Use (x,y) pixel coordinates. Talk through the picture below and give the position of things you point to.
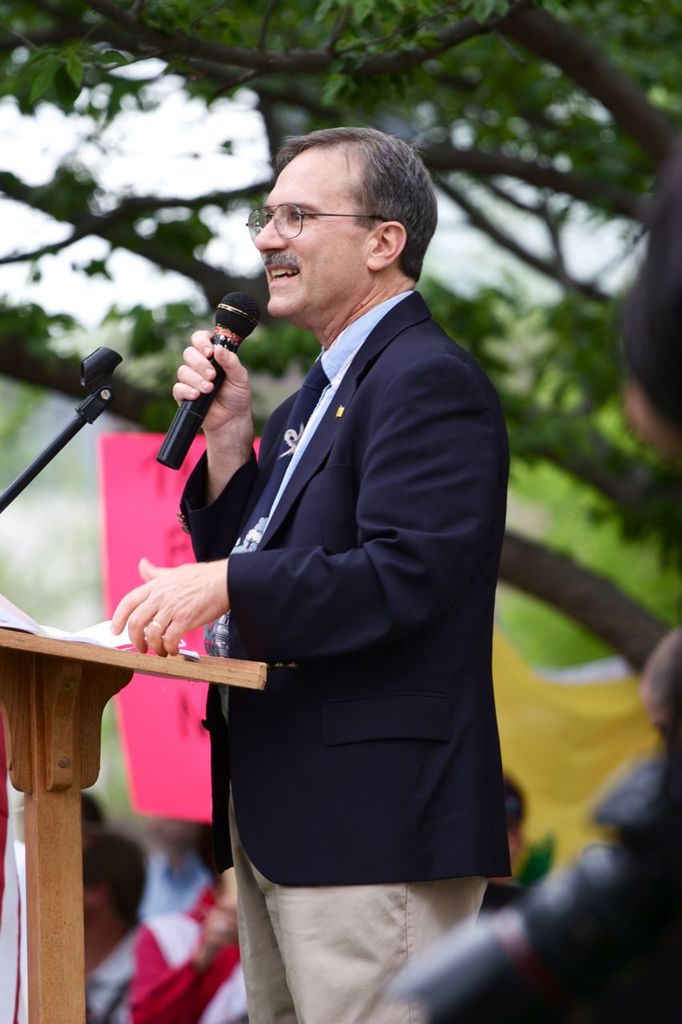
In the image we can see there is a man (357,683) who is standing and holding mic (212,403) in his hand (216,448) and at the back (169,326) image is blur.
